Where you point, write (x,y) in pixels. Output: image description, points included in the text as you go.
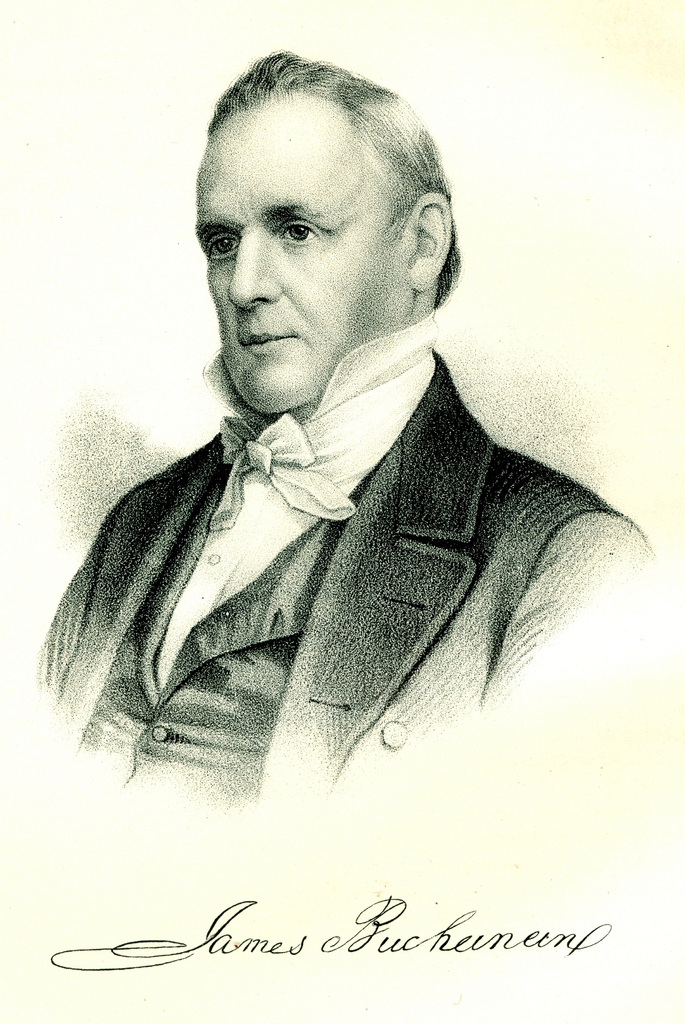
In this image I can see the painting (261,500) of the person (245,636) with the dress (238,602) and something is written on it.
